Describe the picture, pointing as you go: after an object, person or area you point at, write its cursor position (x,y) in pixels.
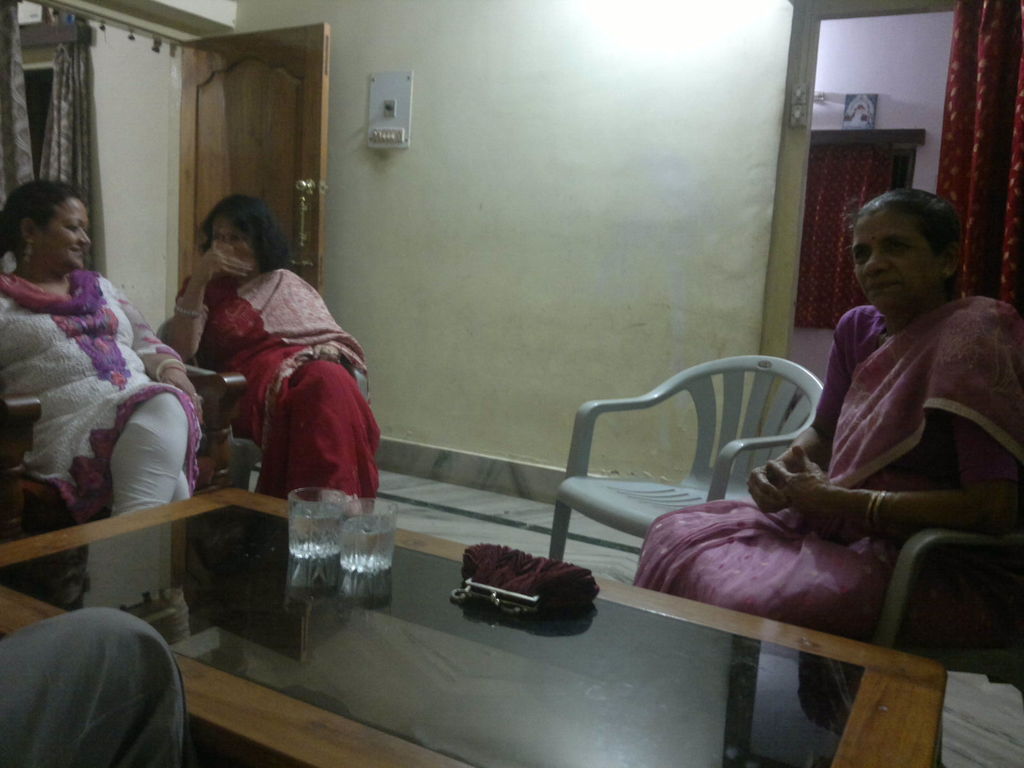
In the image we can see there are women (964,454) who are sitting on chairs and on table (606,702) there is purse (570,594) and two glasses (315,537) of water (385,538).
